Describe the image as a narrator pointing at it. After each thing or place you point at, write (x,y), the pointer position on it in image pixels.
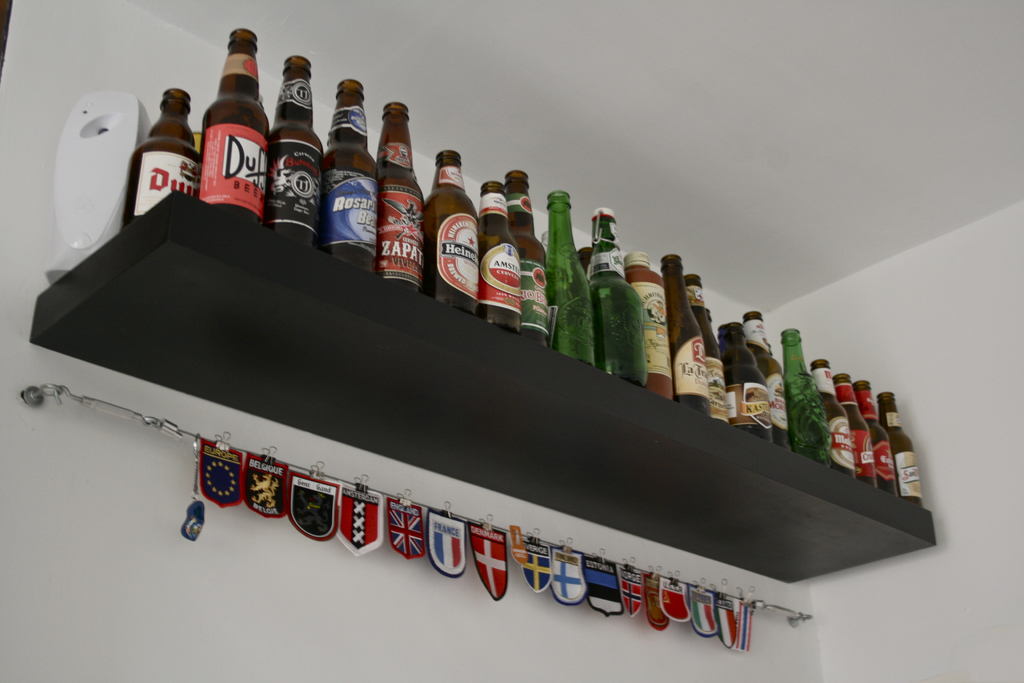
This picture is clicked inside the room (955,431). Here, we see the shelf (448,377) or rack (743,472) on which many beer bottles (685,341) are placed. Under that, we see a rope (418,505) to which many flags (238,480) are hanged to it. We can see the roof (749,93) of the room (855,117) which is white in color.
